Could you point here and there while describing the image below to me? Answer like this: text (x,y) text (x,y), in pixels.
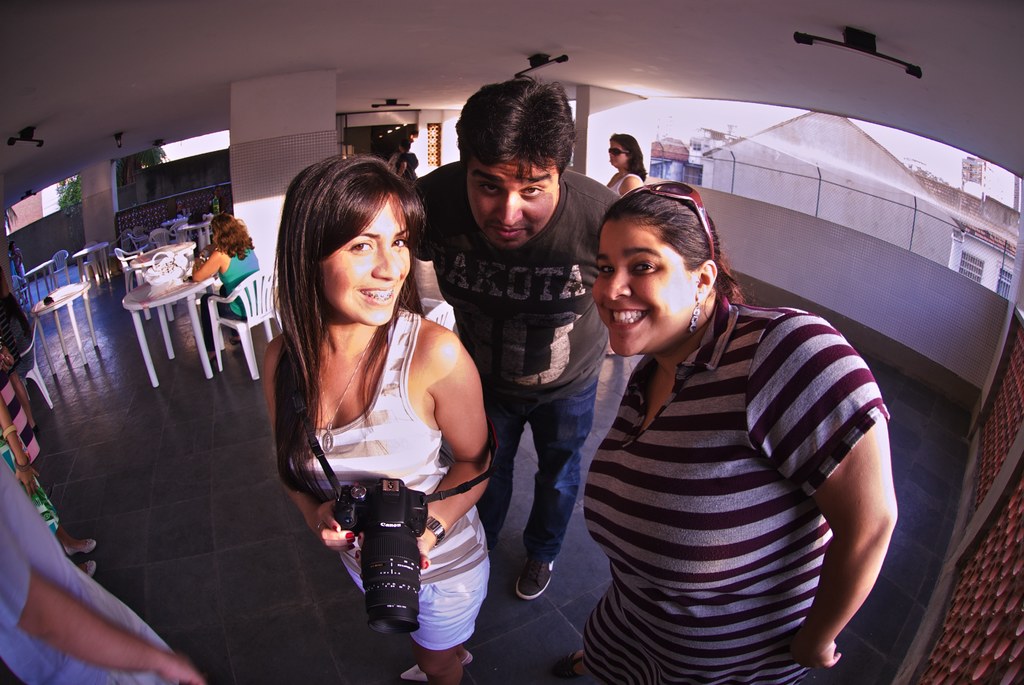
Here we see a man (516,110) and two women (711,223) Standing with a smile (371,301) on their faces (392,302). a woman (356,287) holds a camera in her hand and we see few tables (206,281) chairs (215,297).
